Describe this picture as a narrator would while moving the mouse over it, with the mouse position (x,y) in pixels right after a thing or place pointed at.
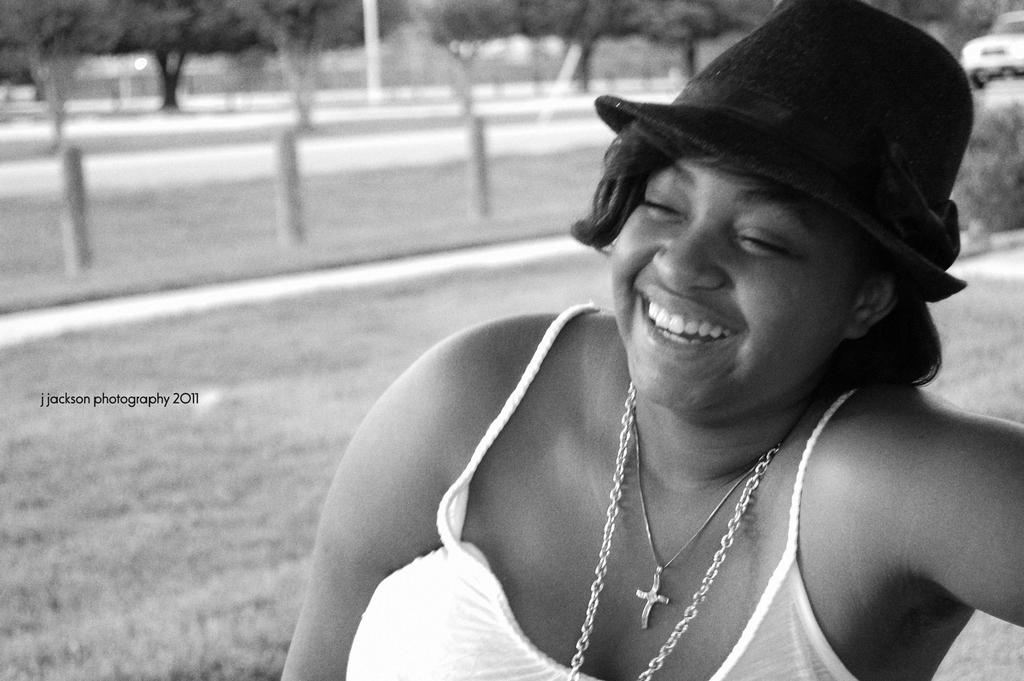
In this image I can see the person (770,610) and the person (770,607) is wearing a cap (771,143). Background (334,0) I can see few trees (278,25) and poles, and the image is in black and white.
